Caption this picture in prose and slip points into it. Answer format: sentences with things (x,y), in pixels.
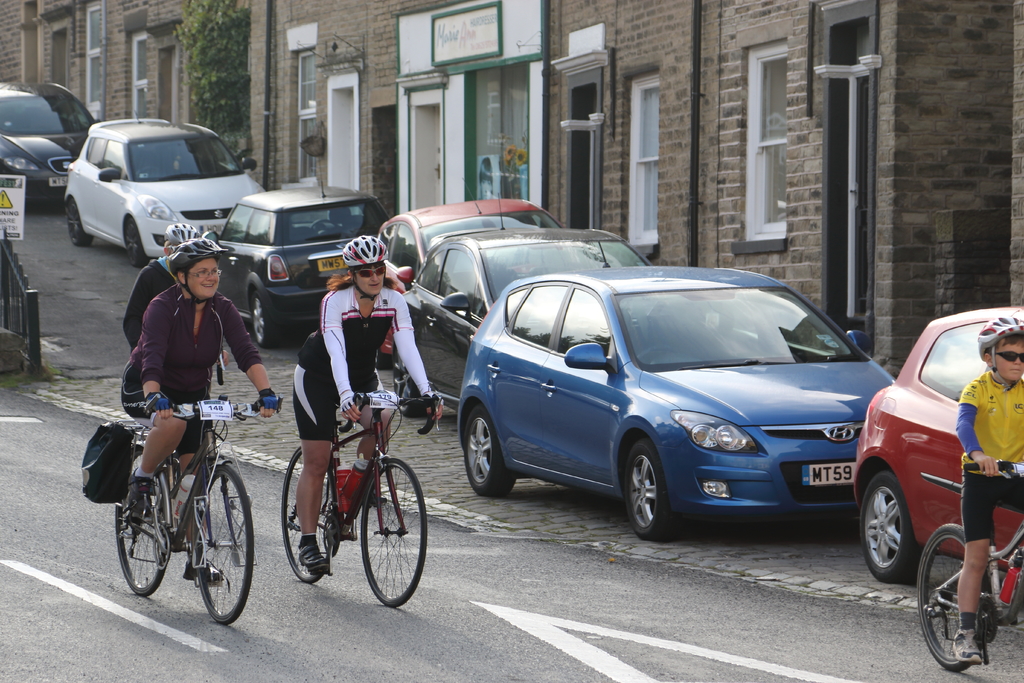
On the right side of the picture (805,163) we can see the wall (817,165), windows (783,159), a board (482,6) and black poles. We can see the cars (410,222). We can see people (1013,408) wearing the helmets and riding bicycles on the road (254,473). On the left side of the picture (29,312) we can see a railing (37,324) and a sign board (15,215).
